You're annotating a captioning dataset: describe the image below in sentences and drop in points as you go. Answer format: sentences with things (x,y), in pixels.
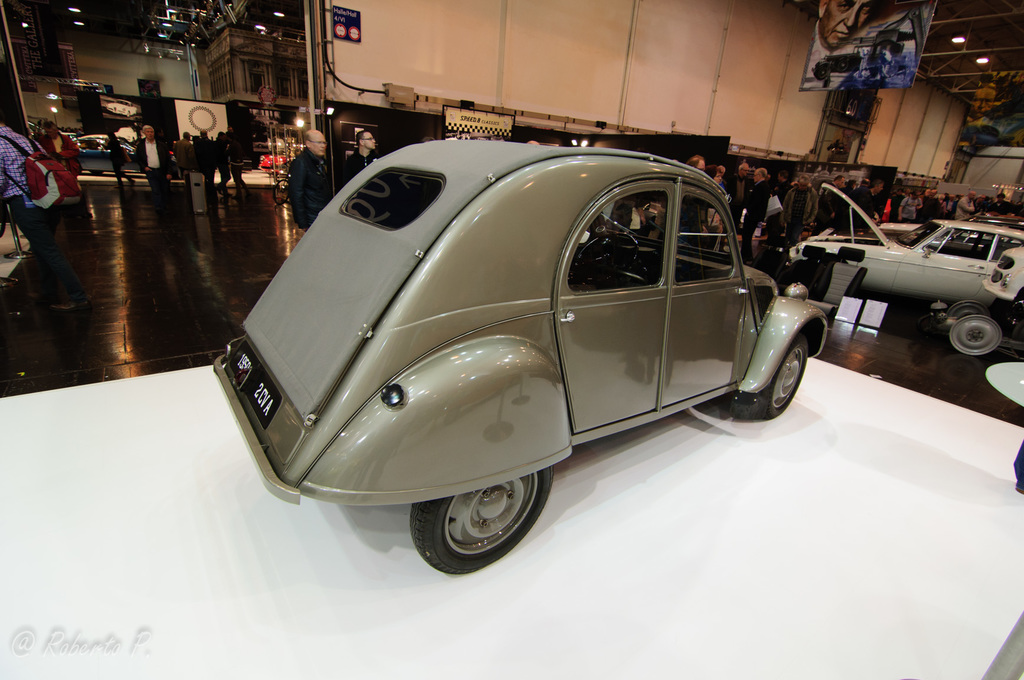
In this image we can see few vehicles (587,393). Behind the vehicle (648,285) we can see a group of persons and a wall (502,91). At the top (876,15) we can see a banner (849,28) in which we can see a person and a board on the wall (763,37) with text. At the bottom (42,649) we can see white surface (47,626). In the top right (982,42), we can see a roof (939,45) and lights (961,38).
